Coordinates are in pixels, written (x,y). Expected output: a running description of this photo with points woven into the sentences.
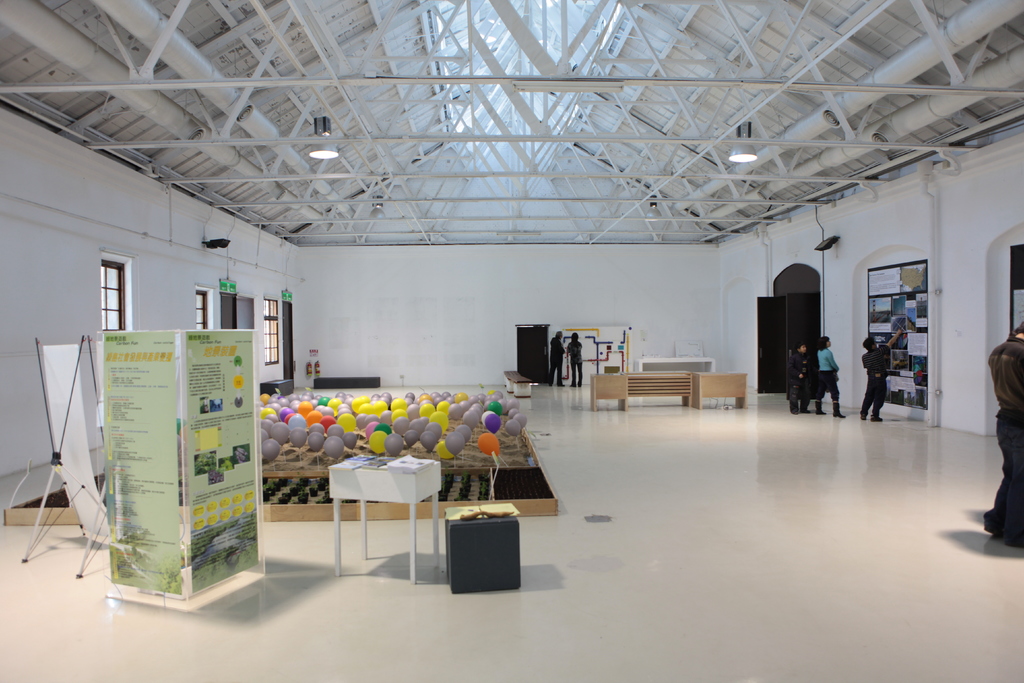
There is a wall (392,304) and there is a floor (600,483) which has balloons (486,423) on it and on the right side (773,340) we can see a door (793,328) and on the top (471,70) we can see ceiling (485,144). On the right corner (729,157) we can see a light (745,158) and on the left corner (269,311) we can see windows (269,319) and in the bottom middle (368,463) we can see a table (376,470) and on the right side (835,374) we can see three people (795,380) standing, in the left corner (237,517) we can see a flex (143,472).
